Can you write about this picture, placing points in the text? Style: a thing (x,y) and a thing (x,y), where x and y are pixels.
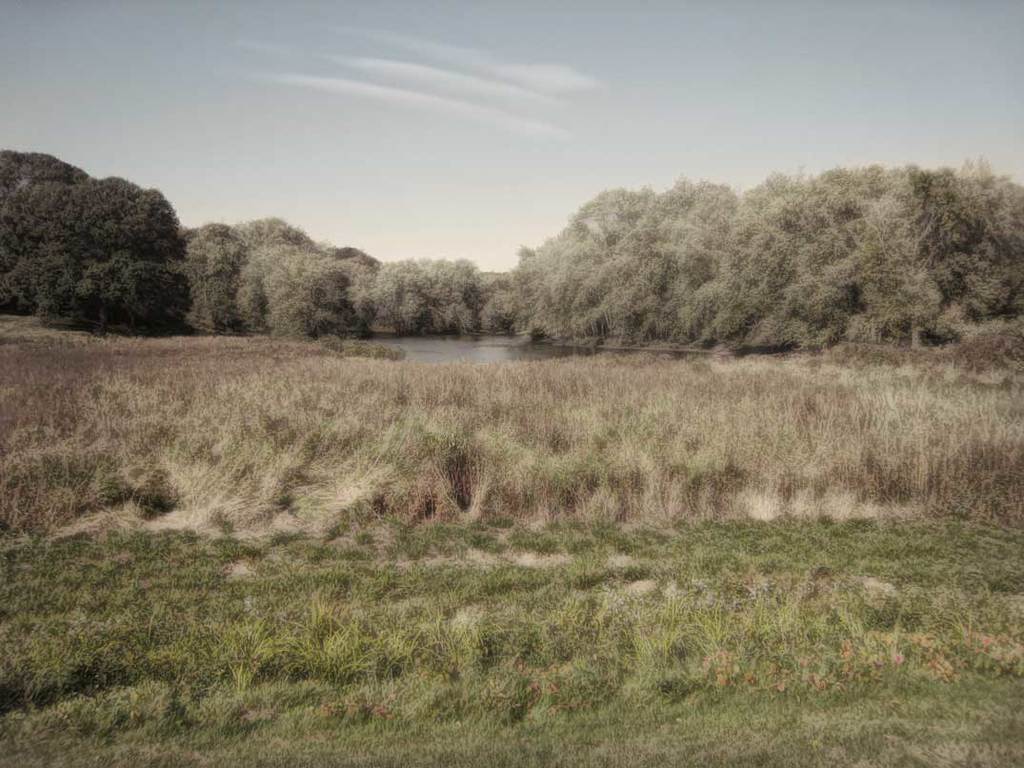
In this image we can see land (731,573) full of grass (731,573). Behind it one lake (445,350) is there, around the lake (458,345) many trees (308,285) are present.
